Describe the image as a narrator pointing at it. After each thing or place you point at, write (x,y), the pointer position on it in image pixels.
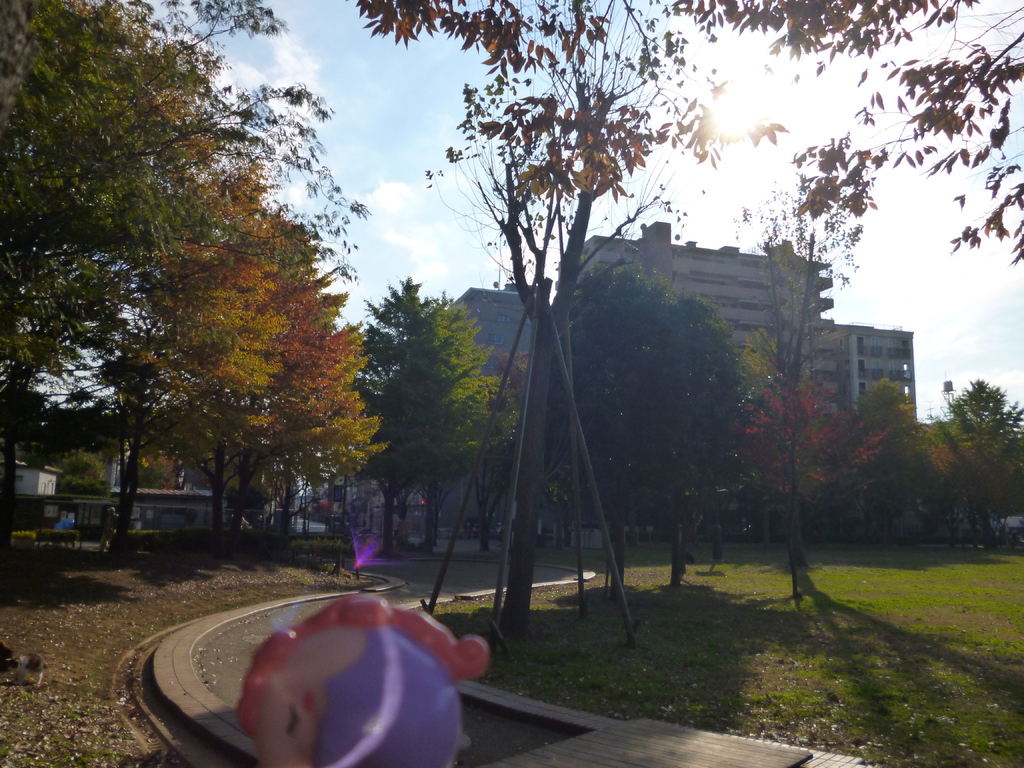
This picture consists of ground (785,679), on the ground (785,679) I can see lights (358,545) and trees (761,487) and building (766,312), at the top (678,166) I can see the sky (740,101) and sun light (726,64), at the bottom (332,661) I can see toy (378,654).
